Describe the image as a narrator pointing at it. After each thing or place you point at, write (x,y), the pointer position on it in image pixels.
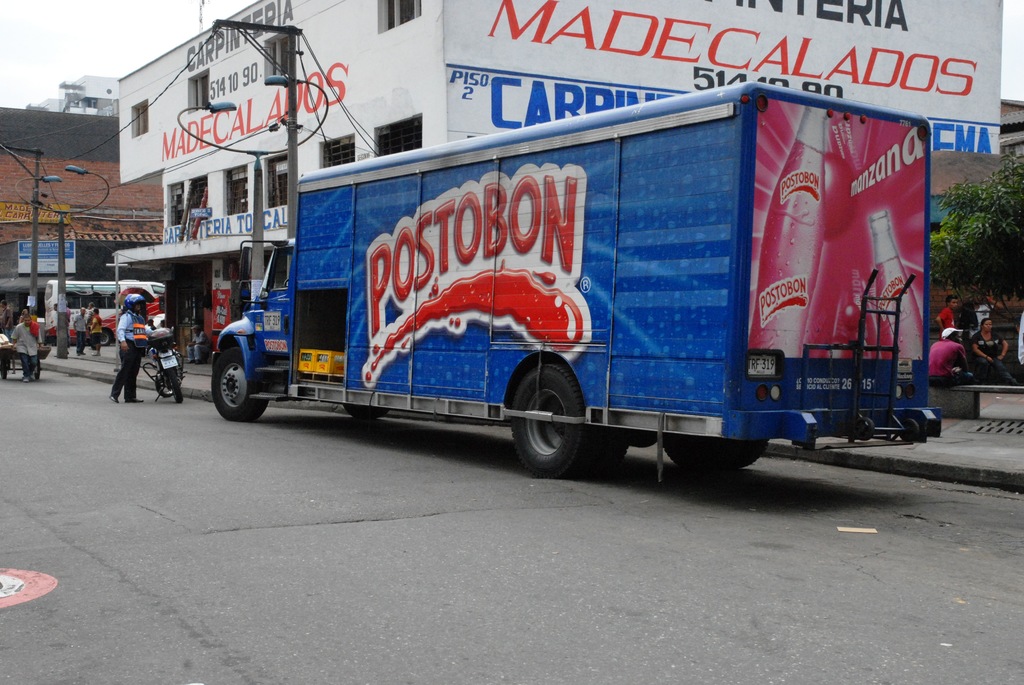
In this image I can see a road (84,394), on the road (511,561) there is a vehicle (808,318) visible, man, motorcycle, cart vehicle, persons (982,318) visible, on the right side (956,224) tree (966,255), persons (986,337) hoarding board (838,36), building (428,42) in the middle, in front of the building (325,124) vehicle (73,312), persons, pole (295,124), power line cable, in the top left (159,50) there is the sky (89,44) visible. on the left side (81,290) there is another building (59,99), vehicles (77,297).
